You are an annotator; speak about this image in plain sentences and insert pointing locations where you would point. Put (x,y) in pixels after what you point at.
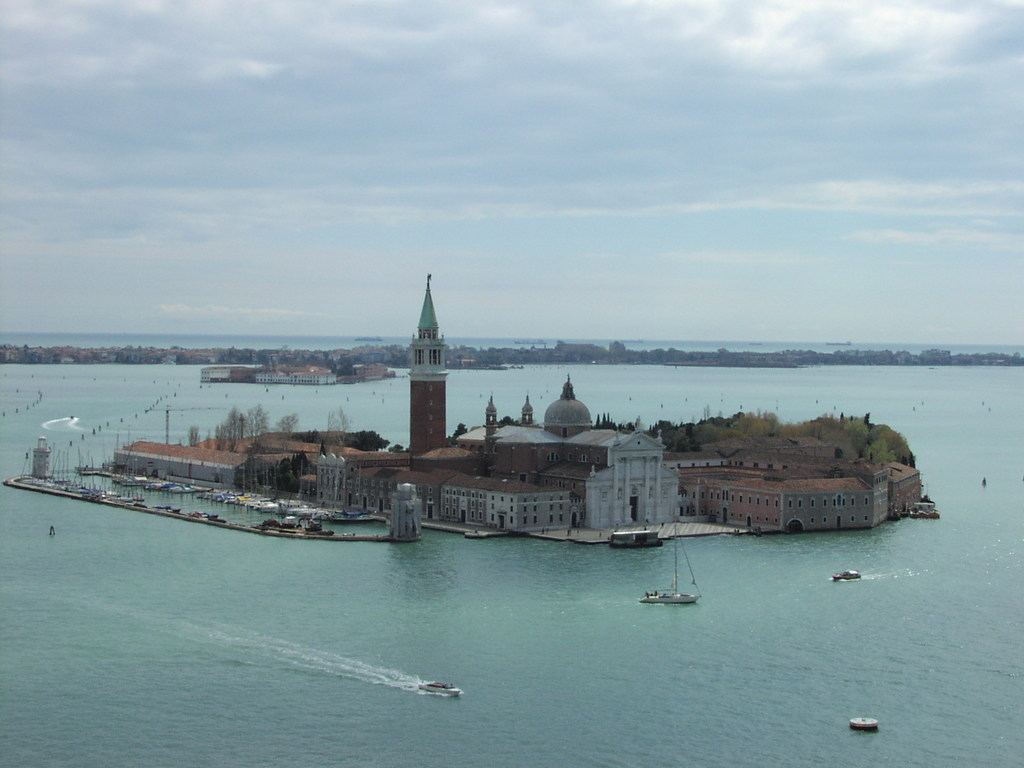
In this image we can see buildings (519,466), poles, ships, boats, grass (815,436), sky (516,194) with clouds (571,156) and water (737,616).
